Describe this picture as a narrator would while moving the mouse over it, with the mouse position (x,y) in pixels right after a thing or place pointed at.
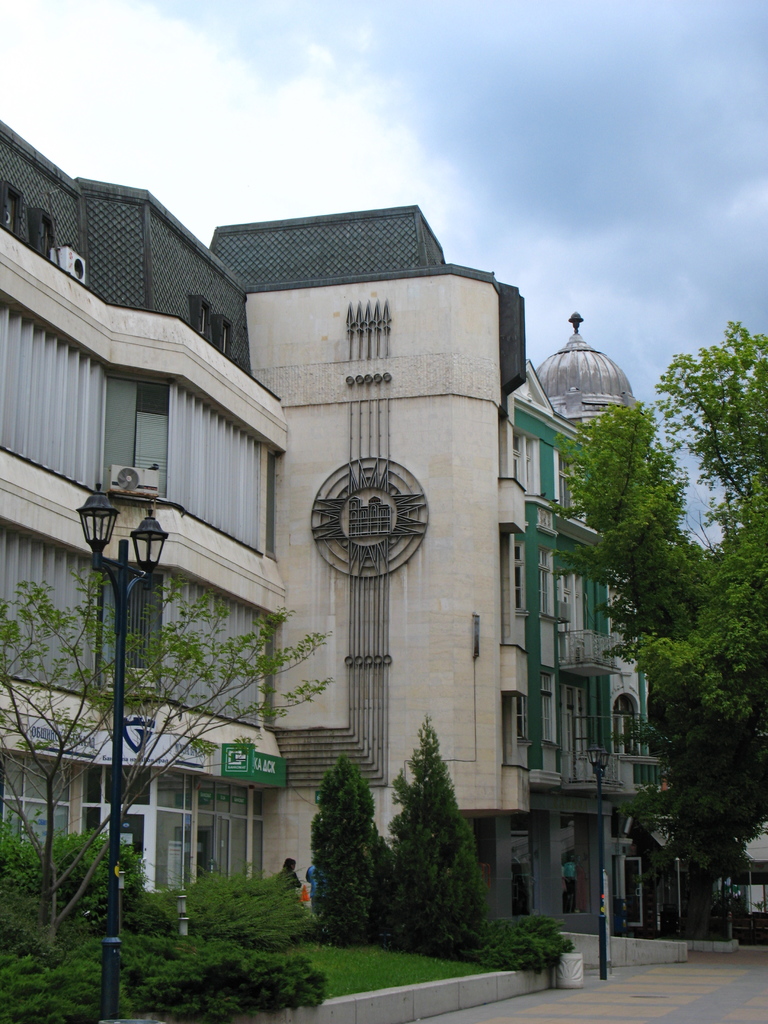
In this image we can see houses (394,549), there are plants (57,990), trees (450,798), light poles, there are boards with text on them, also we can see a person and the sky (581,192).
